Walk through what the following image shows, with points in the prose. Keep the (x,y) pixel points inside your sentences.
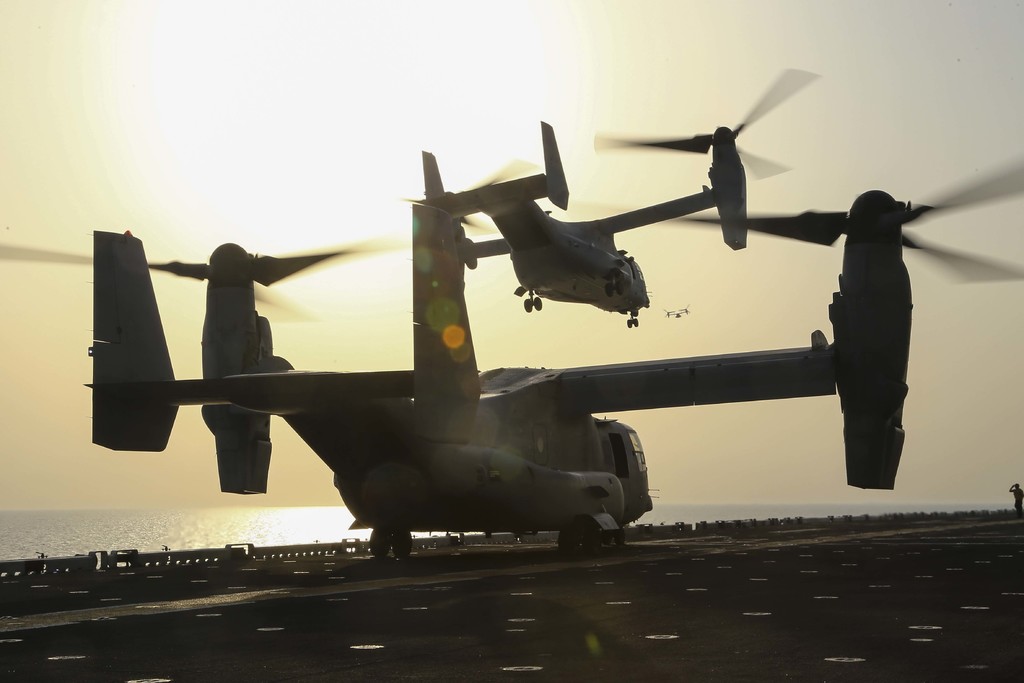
In the image we can see there is an helicopter (512,411) standing on the ground (523,681) and there another helicopter (518,239) flying in the sky (741,250). There is a clear sky (170,506).
